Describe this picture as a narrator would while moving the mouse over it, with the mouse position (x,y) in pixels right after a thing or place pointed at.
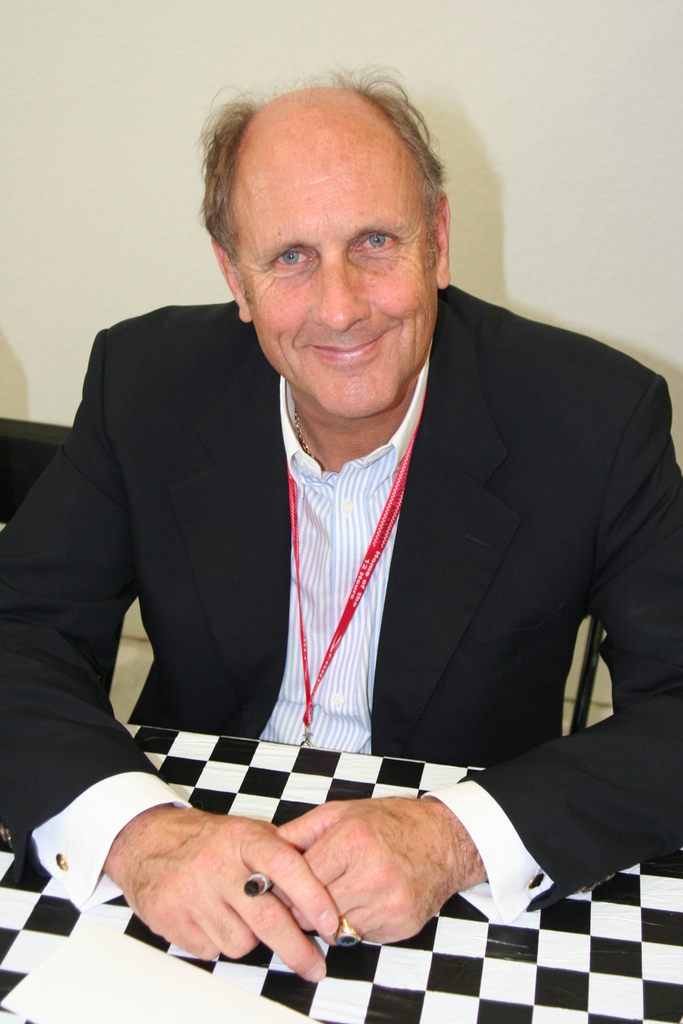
In the image we can see there is a man (391,626) was sitting on the chair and he is wearing suit (255,651). In front of him there is a table (449,964), behind there is a wall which is in white colour. The man (233,680) is holding a pen (247,887) in his hand (235,894).
